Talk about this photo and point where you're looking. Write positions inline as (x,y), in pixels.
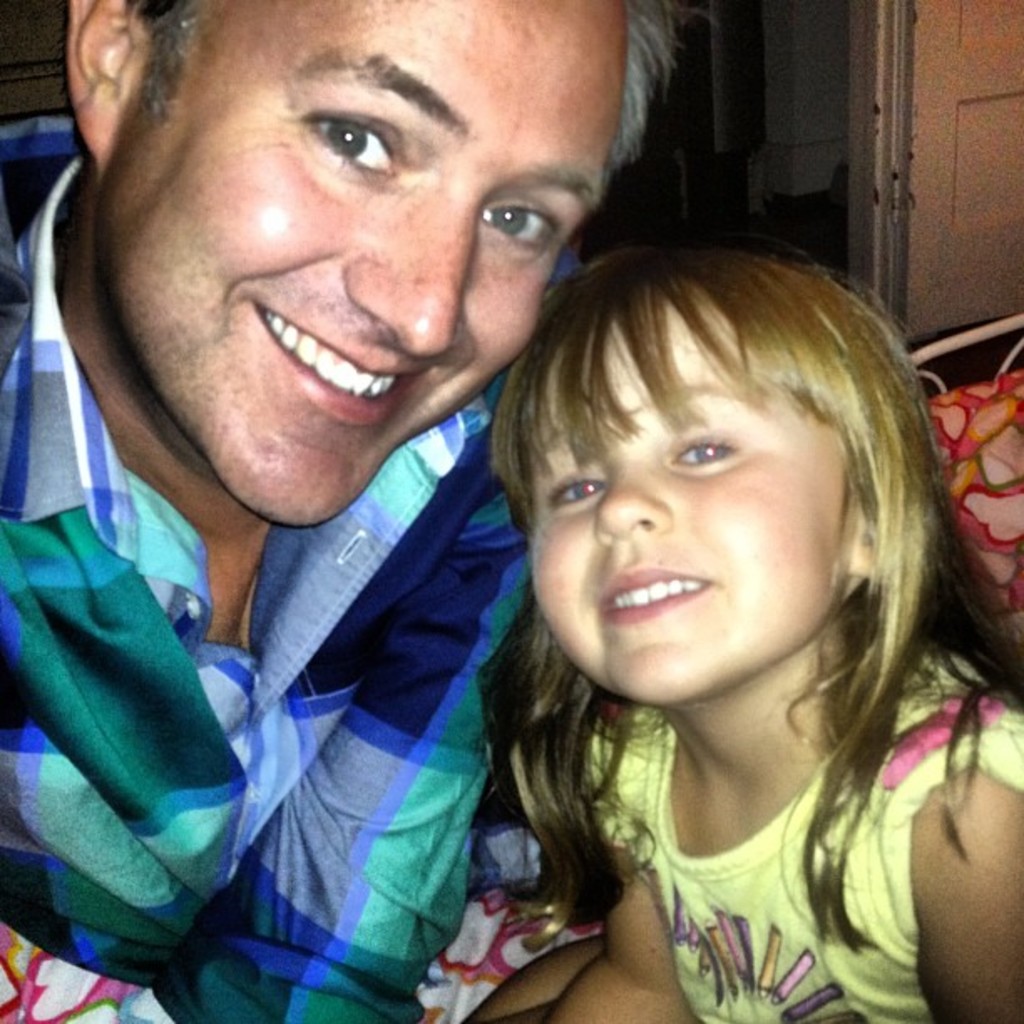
In this picture we can see a man (286,568) and a girl (602,566). They are smiling. In the background (963,420) we can see wall (806,13) and a bed (994,410).
